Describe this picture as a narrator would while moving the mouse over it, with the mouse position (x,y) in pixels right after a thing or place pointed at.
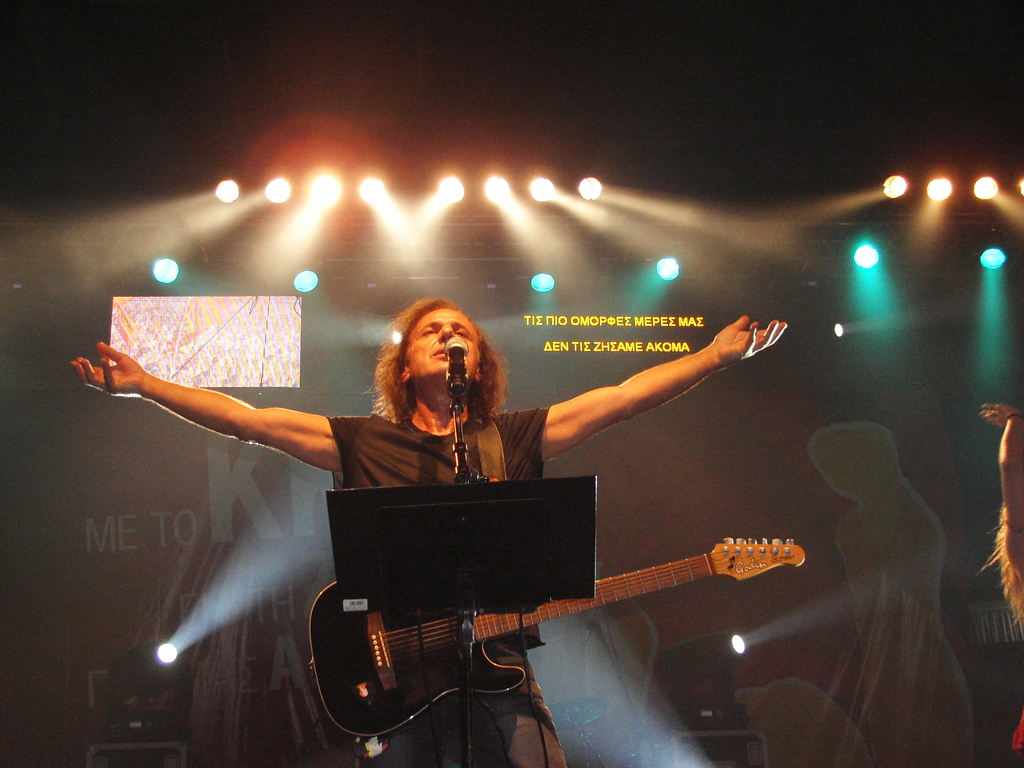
In this image we can see there is a person (490,398) standing and holding a guitar (458,639). In front of the person (446,749) there is a mic (461,407). In the background (160,261) there are few focus lights (312,277) and some text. On the right side of the image (1002,534) we can see there is another person (1002,534).
